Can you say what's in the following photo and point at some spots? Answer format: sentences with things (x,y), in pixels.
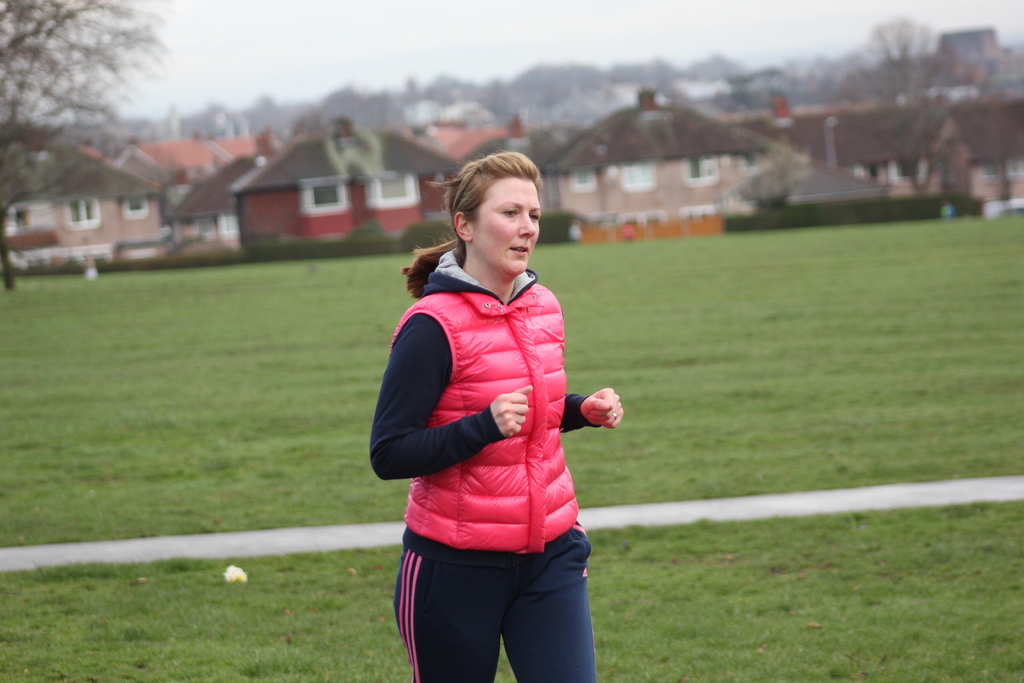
In this image, I can see the woman (468,527) running. This is the grass (755,418). In the background (654,124), I can see the houses (331,169) and the trees (133,129). I think this is the sky (456,64).
